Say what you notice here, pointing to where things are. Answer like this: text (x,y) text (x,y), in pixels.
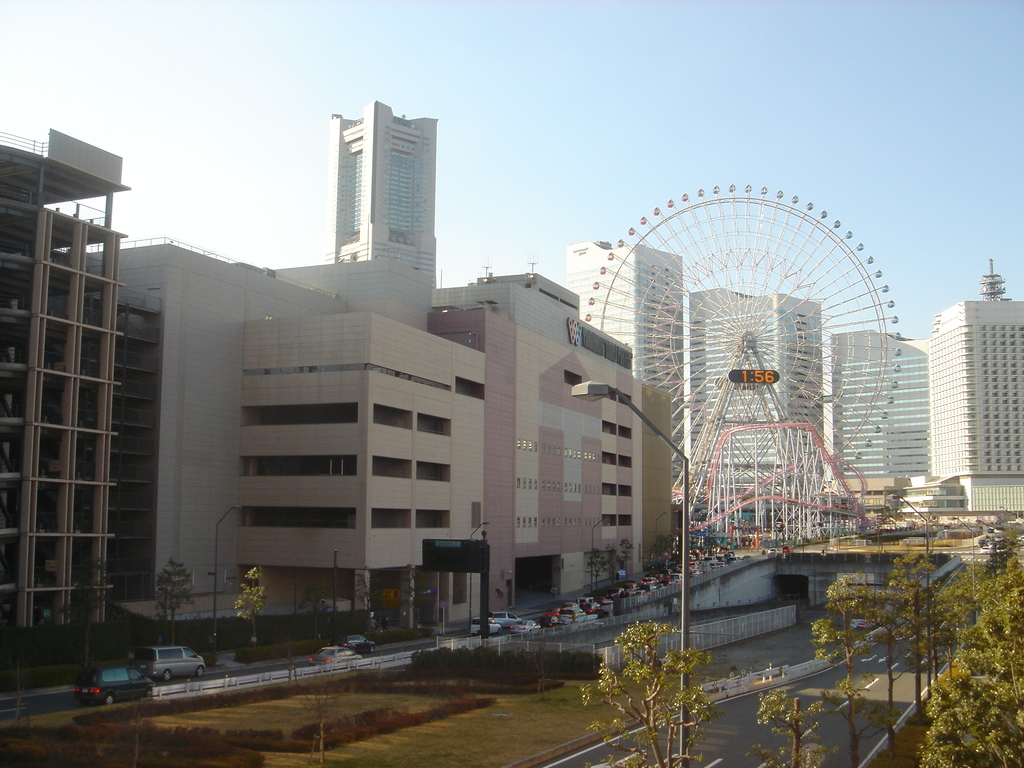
In the image we can see there are lot of trees (958,726) and there are ground (262,715) is covered with grass (290,722). There are plants (307,739), trees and bushes (265,624) on the ground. There are buildings (545,410) and there is a huge giant wheel (817,347) kept beyond the road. There is clear sky (363,59) on the top (585,122).
